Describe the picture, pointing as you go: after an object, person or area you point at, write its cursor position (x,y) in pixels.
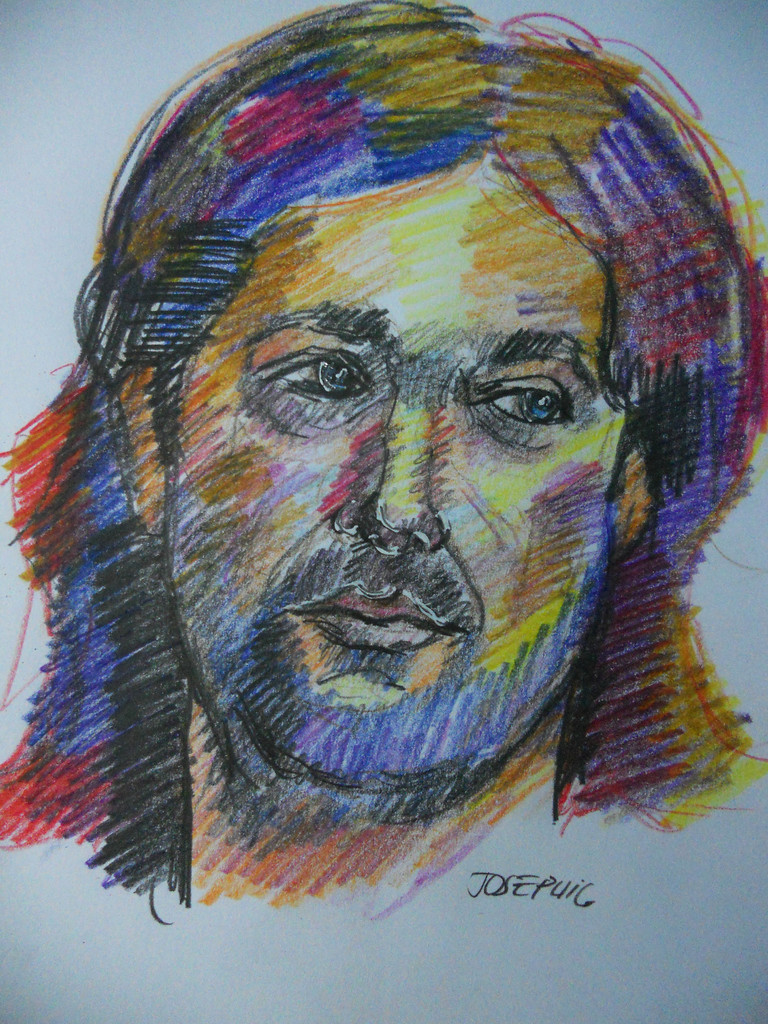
In this image we can see a colorful drawing (196,421) of a person's face (621,518) on the paper (506,912). We can also see the name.
